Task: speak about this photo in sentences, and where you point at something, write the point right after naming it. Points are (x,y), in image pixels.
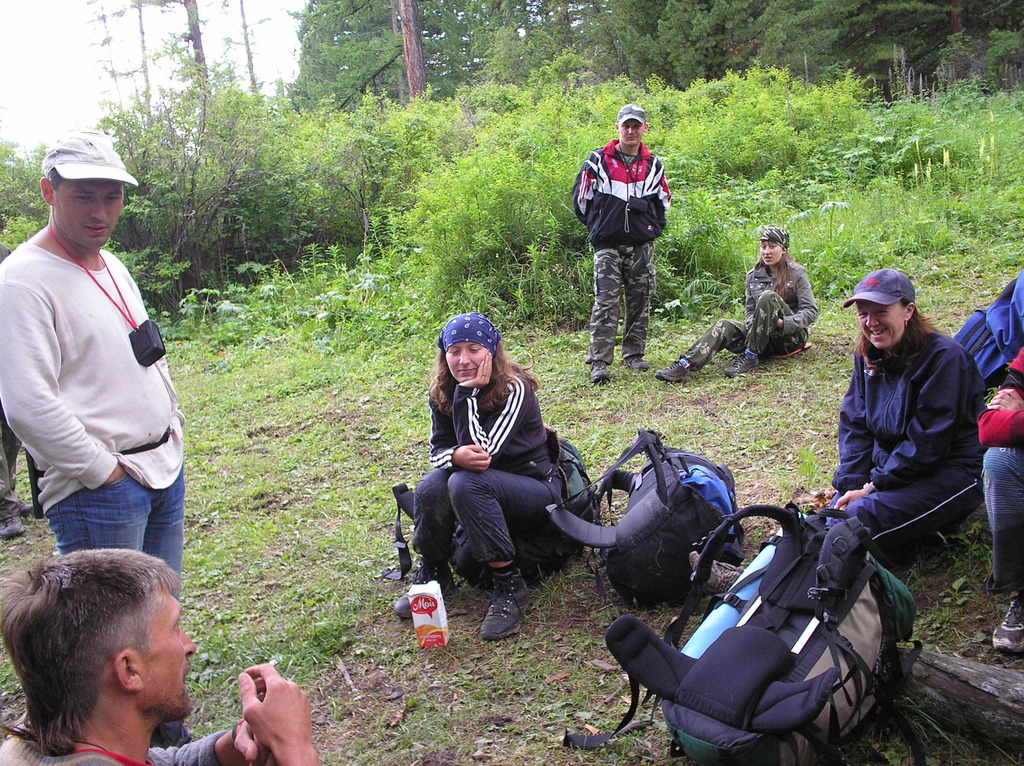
In this image I can see people (493,554) sitting on the grass (314,497). Few people (611,278) are standing. There are bags (738,539) in the front (738,539) and there are plants (448,198) and trees (445,60) at the back (365,192).
